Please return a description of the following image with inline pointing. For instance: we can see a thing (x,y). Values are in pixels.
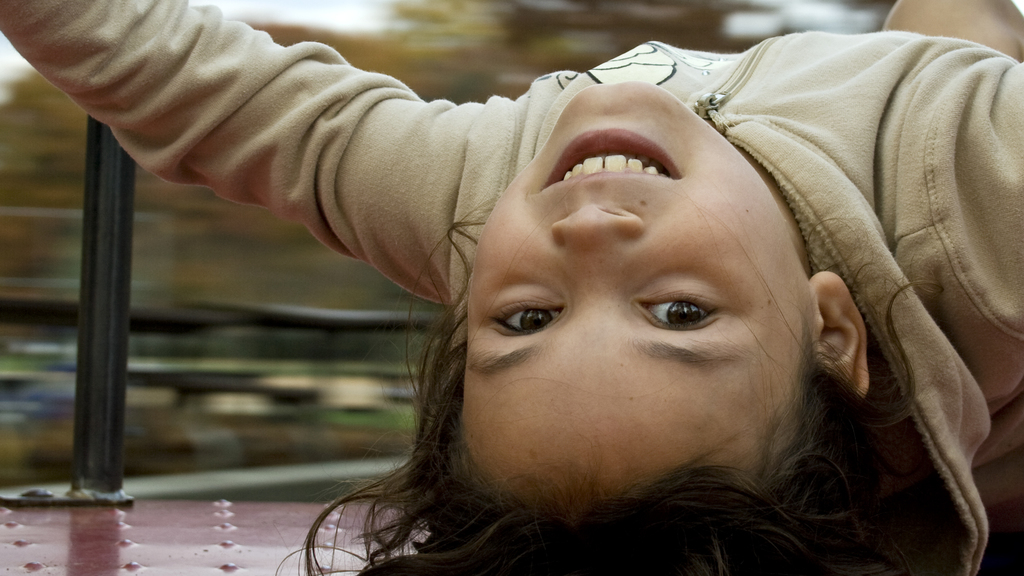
Here in this picture we can see a child (657,227) laying on a platform (82,568) over there and beside her we can see a pole (109,332) and she is smiling and she is also wearing a jacket (911,195) on her.
